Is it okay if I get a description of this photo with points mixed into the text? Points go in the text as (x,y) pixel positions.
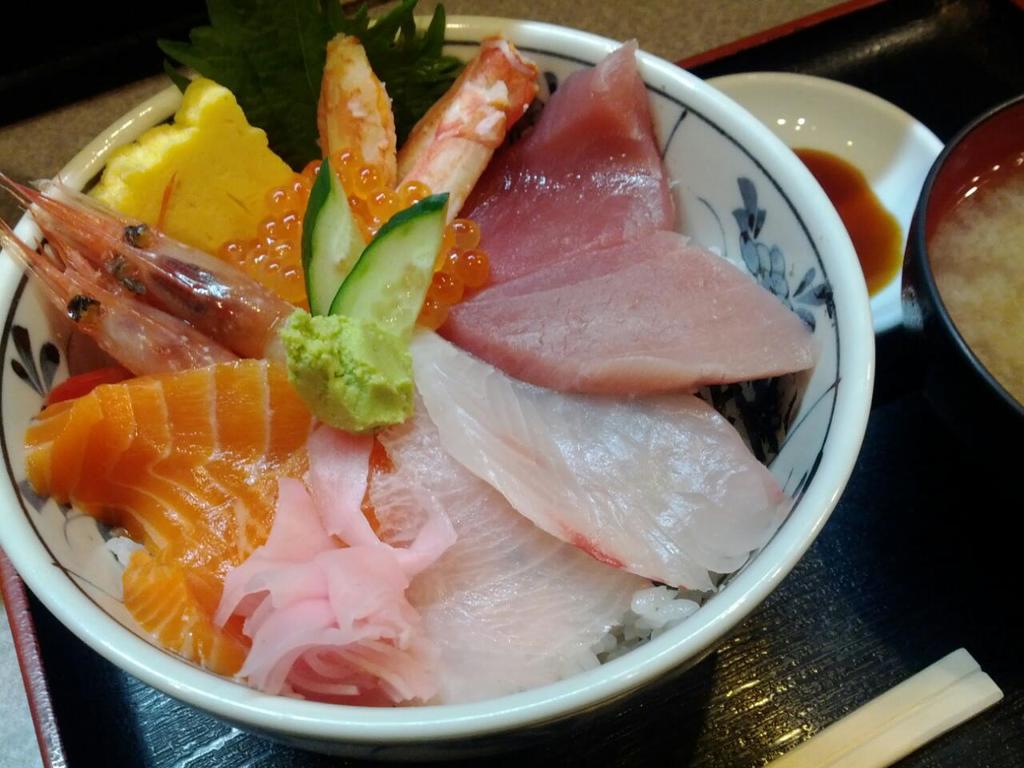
In this image we can see there are some food items (700,348) placed on a table (810,677).
